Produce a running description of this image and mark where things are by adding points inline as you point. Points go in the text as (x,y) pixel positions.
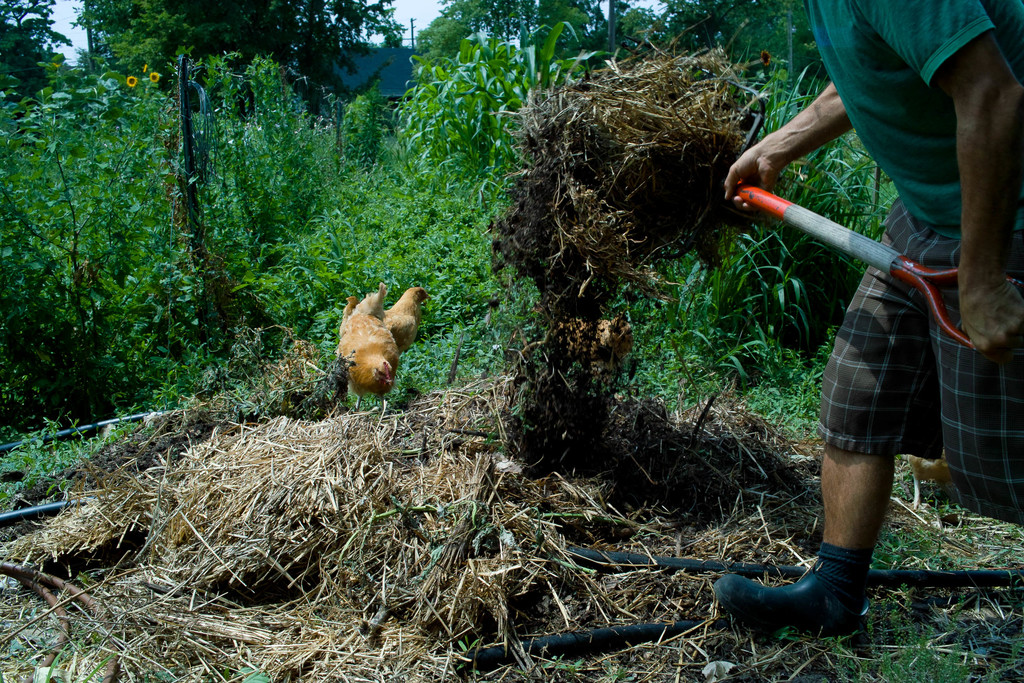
In this picture I can see a man (931,52) in front (989,264) who is holding a tool (819,223) in his hands (754,169) and I see the grass (438,361) and I see 2 hens (367,307). In the background (175,193) I see the plants (64,202) and the trees (263,26).
